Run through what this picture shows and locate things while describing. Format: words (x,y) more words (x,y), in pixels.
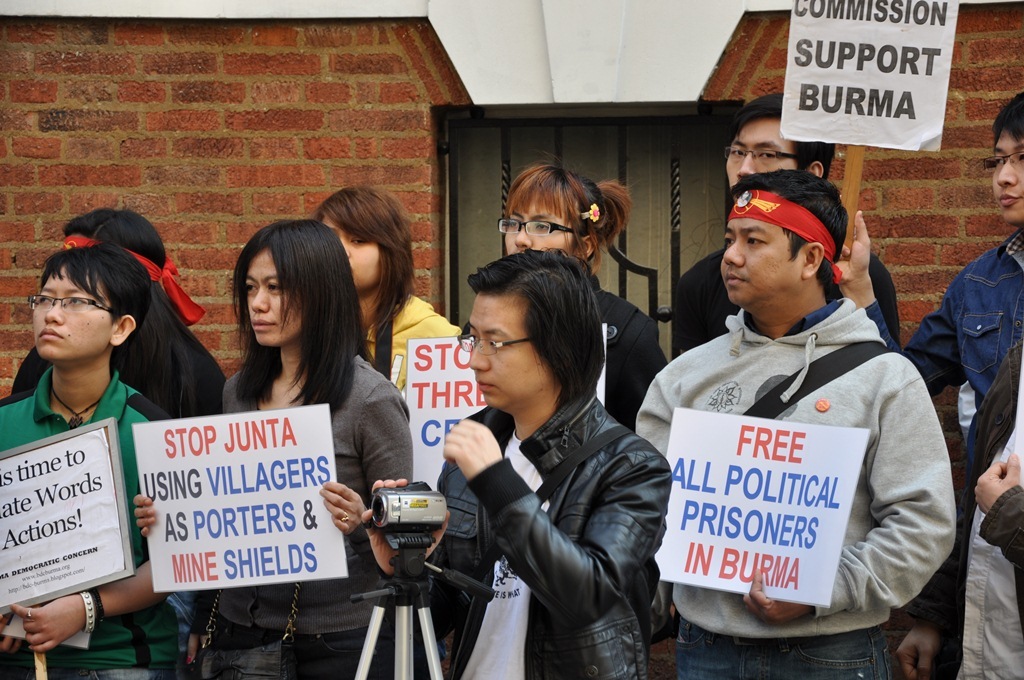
In the image there are few men (493,377) and women (84,364) standing in the front (822,542) holding banner (313,494), the man (504,404) in the middle (535,408) holding a camera (426,492) and behind there is brick wall (325,94) with window (692,139) in the middle (655,232).
